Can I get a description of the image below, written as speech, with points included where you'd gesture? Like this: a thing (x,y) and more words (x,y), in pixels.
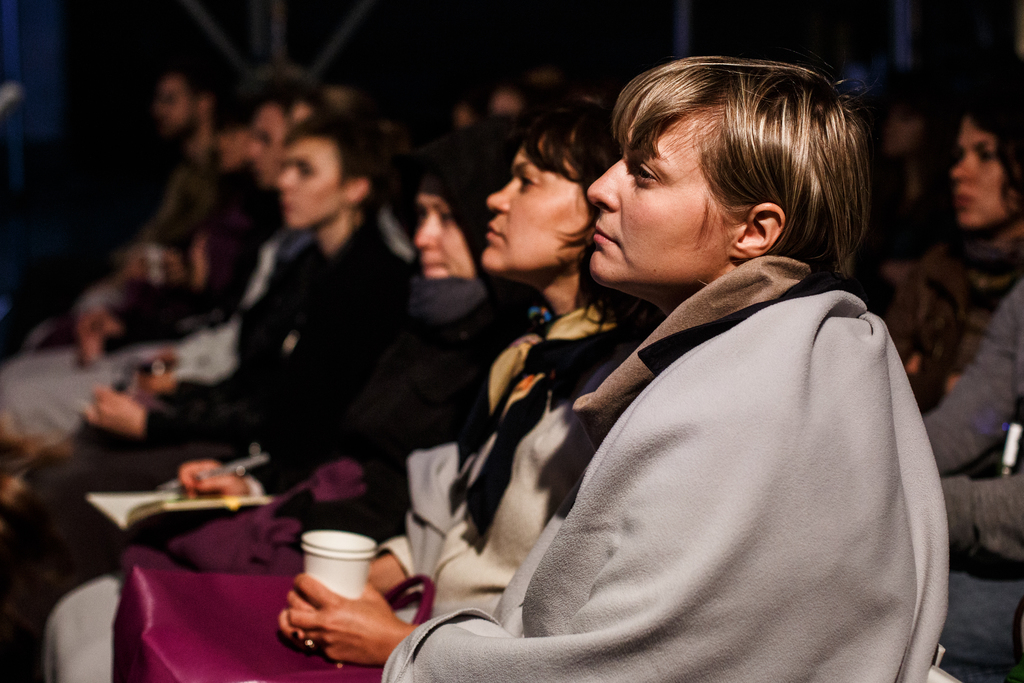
In front of the image there are people (402,377) sitting on the chairs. Behind them there are metal rods (684,29).
